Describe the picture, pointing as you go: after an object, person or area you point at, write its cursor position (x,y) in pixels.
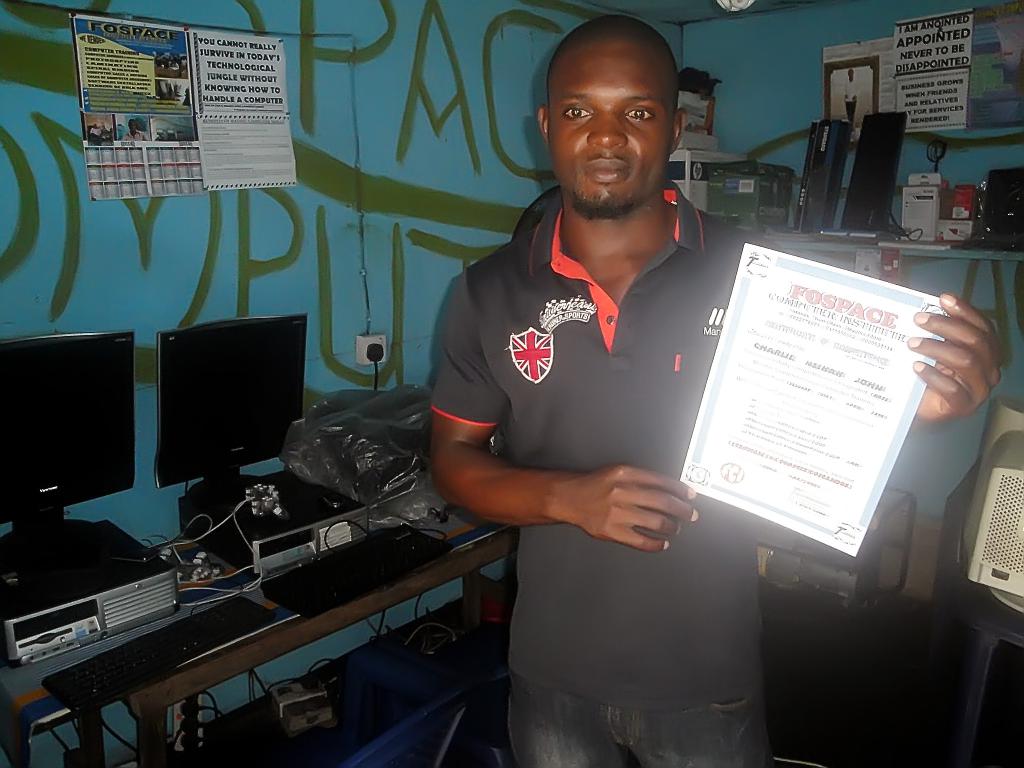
In this image we can see a man (731,672) standing and holding a certificate (767,473). There is a table (239,669) and we can see computers (264,571), keyboards (403,545) and a cover (391,479) placed on the table (495,518). In the background (831,249) there is a shelf (951,246) and we can see things (848,195) placed in the shelf (847,250). There are papers (256,133) pasted on the wall (389,91).
